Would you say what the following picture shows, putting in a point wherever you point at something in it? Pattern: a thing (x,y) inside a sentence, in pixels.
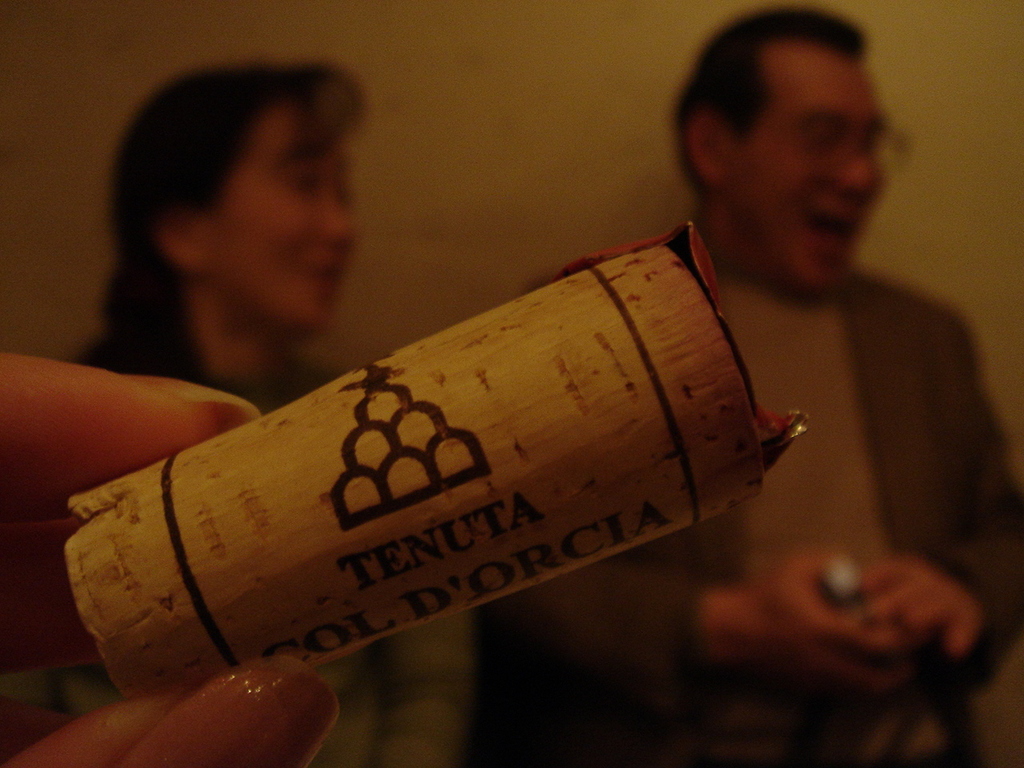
In this image in the center (663,432) there is a cork (408,496) with some text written on it. In the background (285,302) there are persons (232,262) smiling. On the left side (77,424) there is a hand (98,655) of the person (46,510) visible.
